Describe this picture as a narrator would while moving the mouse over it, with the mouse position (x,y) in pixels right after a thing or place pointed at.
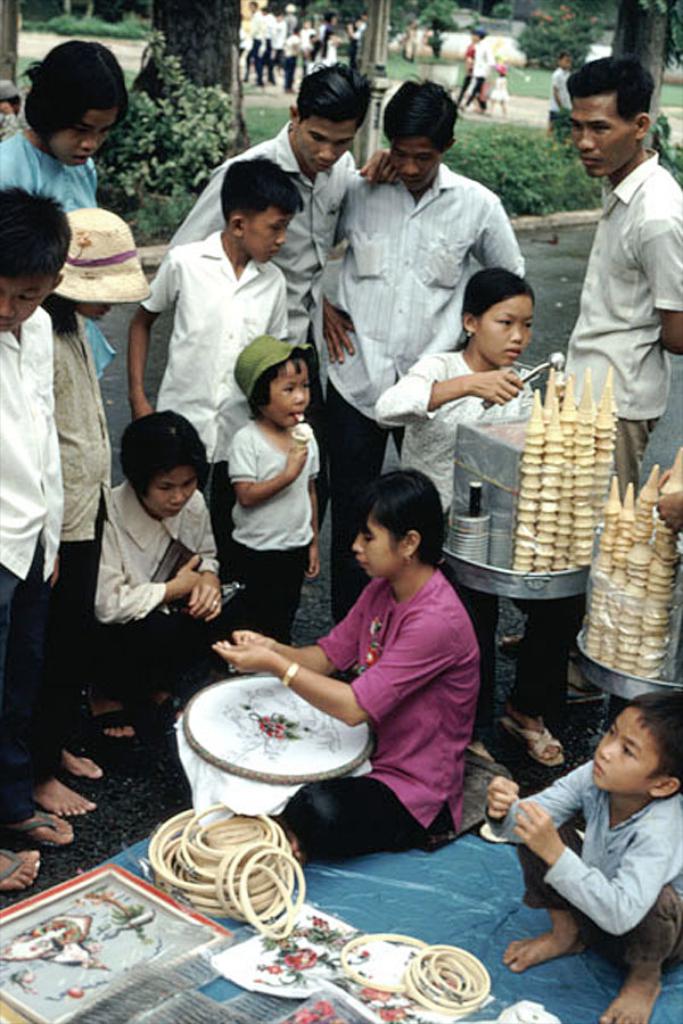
In this image in the center (399,367) there are some people (371,372) who are standing, and also there are some children (51,599). On the right side (577,485) there are some cones (565,442) and one girl (510,375) is holding something, in front of her there are some boxes (469,450) and some utensils (549,573). At the bottom (372,693) there is one woman (286,660) who is sitting and she is holding one cloth (233,695) and a board (331,723). Beside her there are some objects (272,946), plates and one boy (616,834) is sitting. In the background (212,60) there are some trees (195,62) and some people (488,69) are walking, in the center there is one pole (377,15).
